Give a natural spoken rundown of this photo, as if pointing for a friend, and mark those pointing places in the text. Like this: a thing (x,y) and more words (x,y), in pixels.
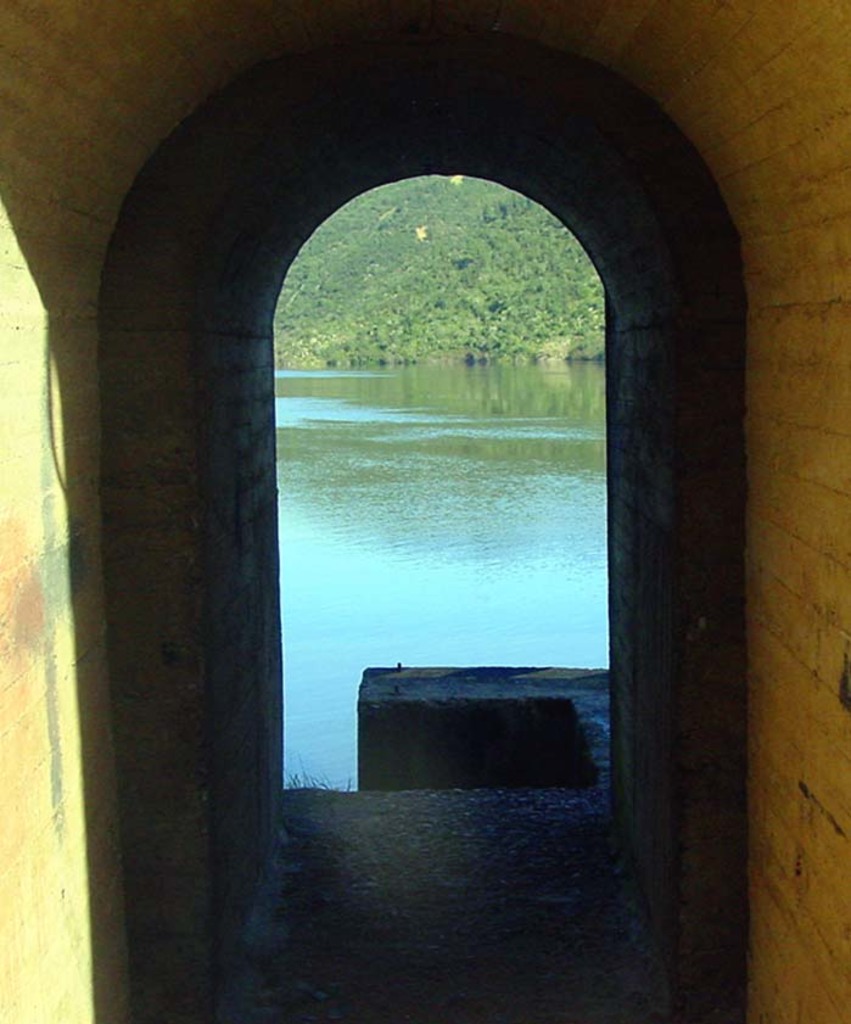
In this image I see the tunnel (665,386) and I see the path (290,919) over here. In the background (319,660) I see the water (396,441) and I see the greenery (424,282) over here.
